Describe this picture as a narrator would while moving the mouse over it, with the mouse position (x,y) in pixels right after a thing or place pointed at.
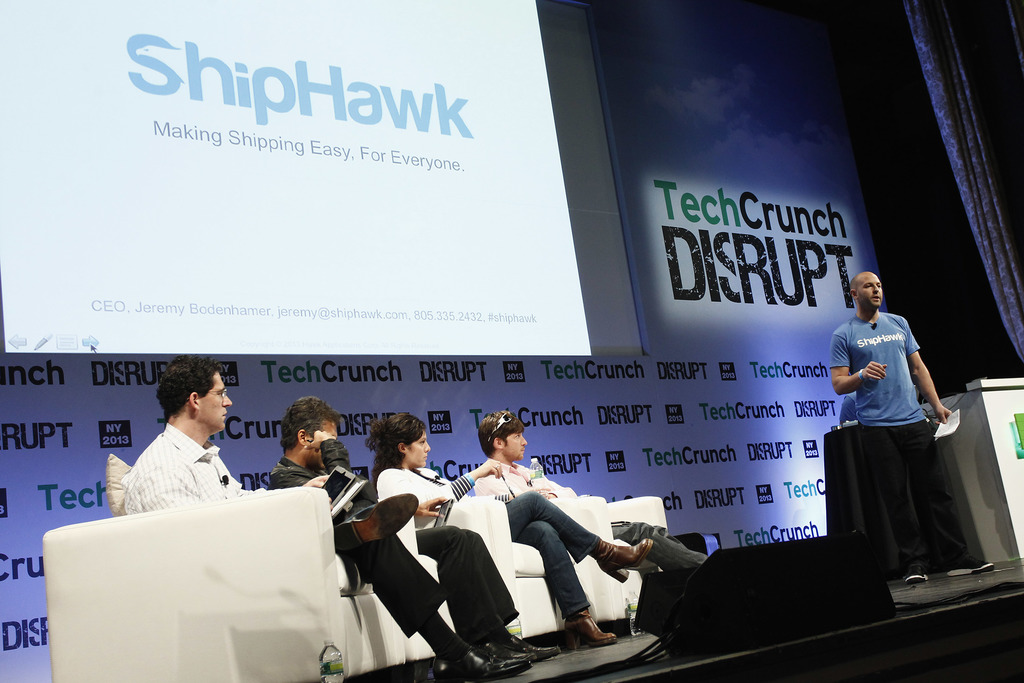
In the image on the stage (672,654) there is a sofa (202,642) with few people (653,527) are sitting on it. On the right side of the image (900,483) on the stage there is a man (884,491) standing and holding a paper (949,421) in his hand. Beside him there is a podium (950,446). In the background (717,248) there is a poster (12,566) with something written on it and also there is a screen (446,122) with something on it.
